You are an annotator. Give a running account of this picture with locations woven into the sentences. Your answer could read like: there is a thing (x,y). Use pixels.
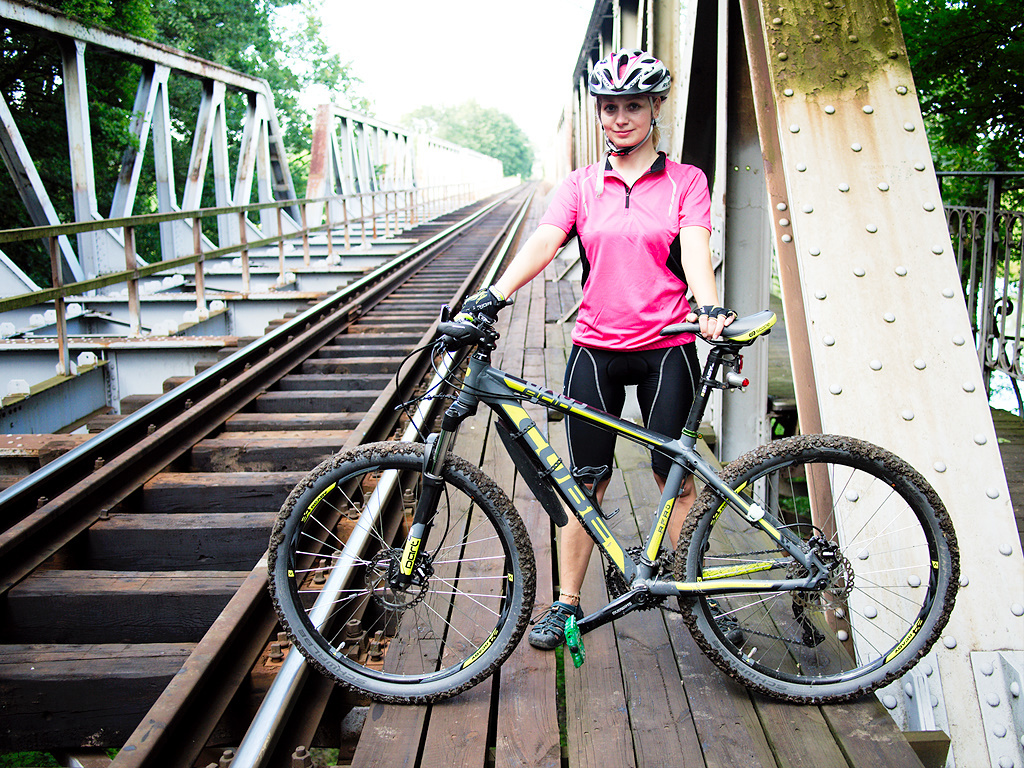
There is a woman (658,286) standing and holding a bicycle (747,334) and wore helmet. We can see track (279,443), fence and this is bridge (863,283). In the background (1009,97) we can see trees (481,119).
